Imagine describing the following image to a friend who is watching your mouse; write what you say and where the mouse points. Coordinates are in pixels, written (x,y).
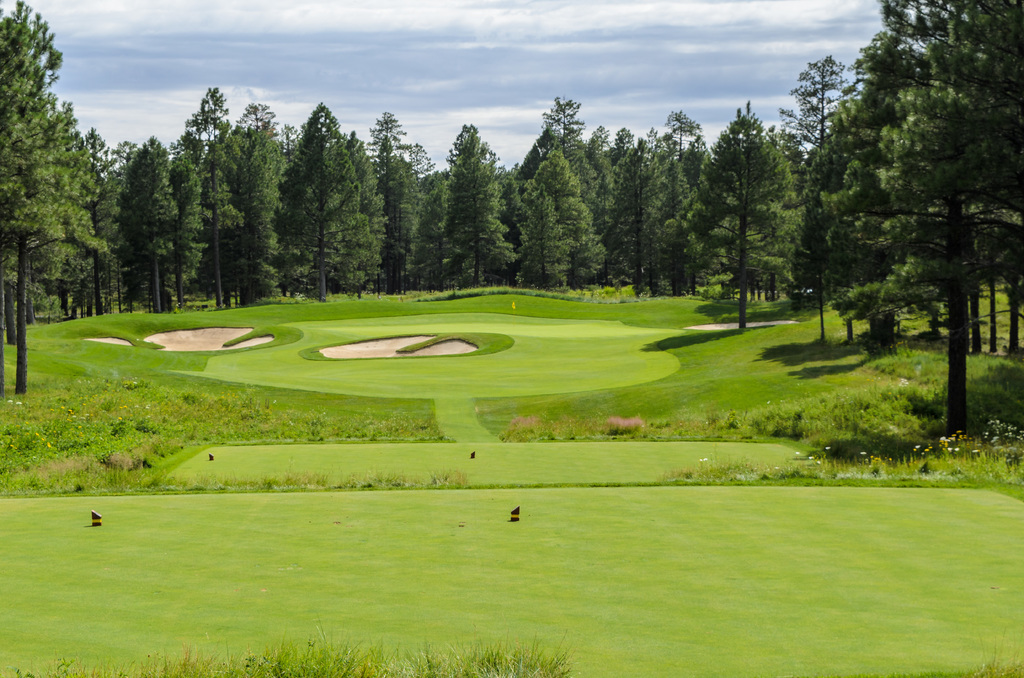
This image might be taken in golf court (308,533). In this image we can see grass (612,525), plants (227,421), and, trees (382,245), sky (134,93) and clouds (259,62).
